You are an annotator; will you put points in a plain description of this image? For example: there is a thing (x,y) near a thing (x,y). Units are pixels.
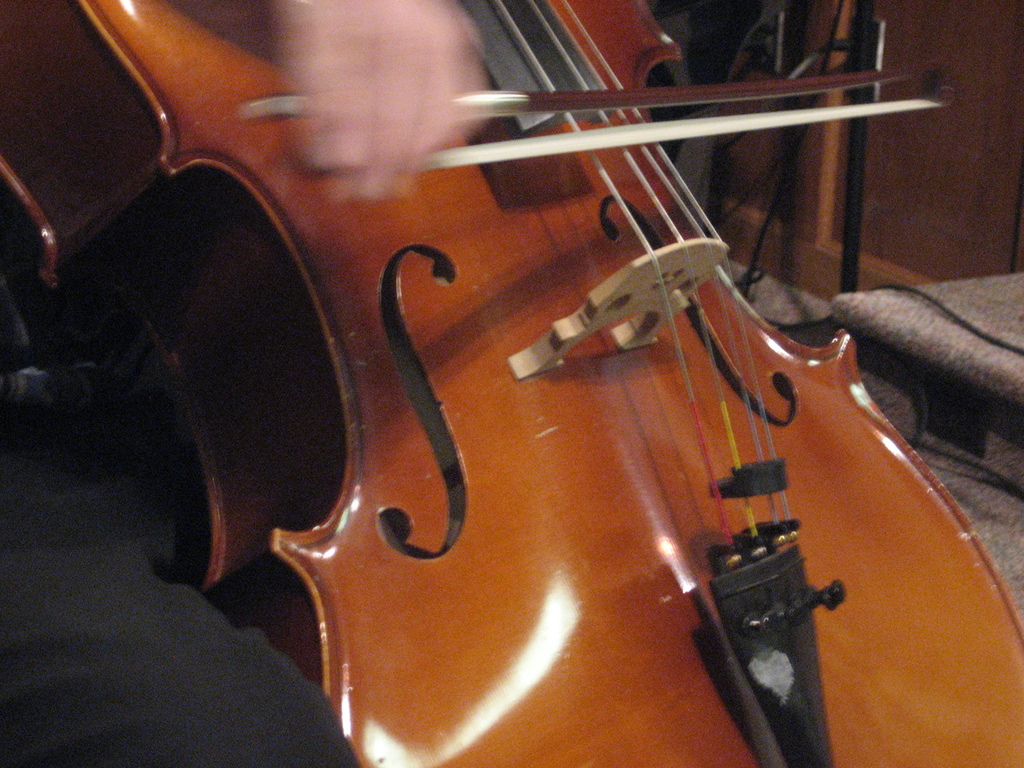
In this picture this is a music instrument cello (493,375). Backside of the cello (747,578) is a wooden door (903,216) and the cables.
